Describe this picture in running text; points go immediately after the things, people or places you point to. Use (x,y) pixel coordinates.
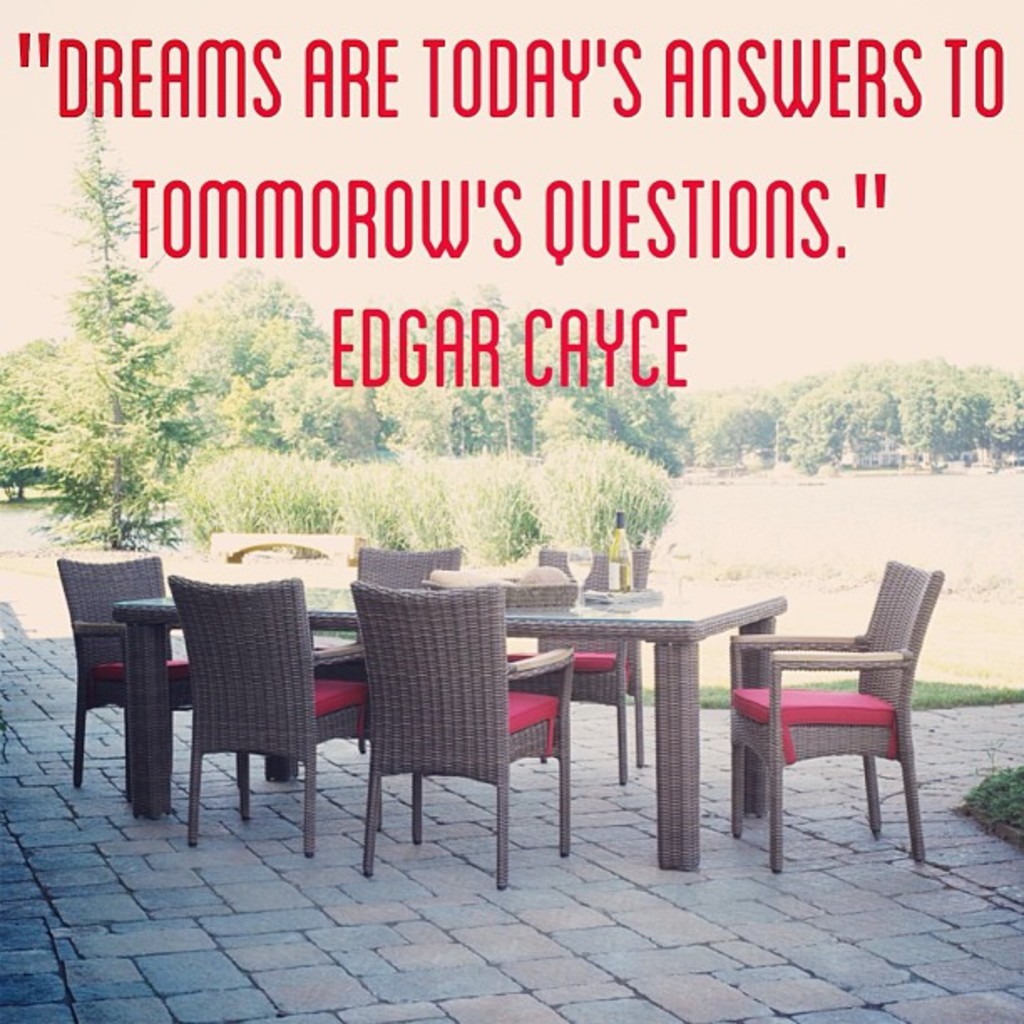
In the picture we can see a table (138,784) on the path (612,798) and near it, we can see some chairs (433,563) and behind it, we can see a grass surface (530,559) on it, we can see some plants (203,518), trees (172,468), and written on it as Dreams are today's answers to tomorrow's questions.
